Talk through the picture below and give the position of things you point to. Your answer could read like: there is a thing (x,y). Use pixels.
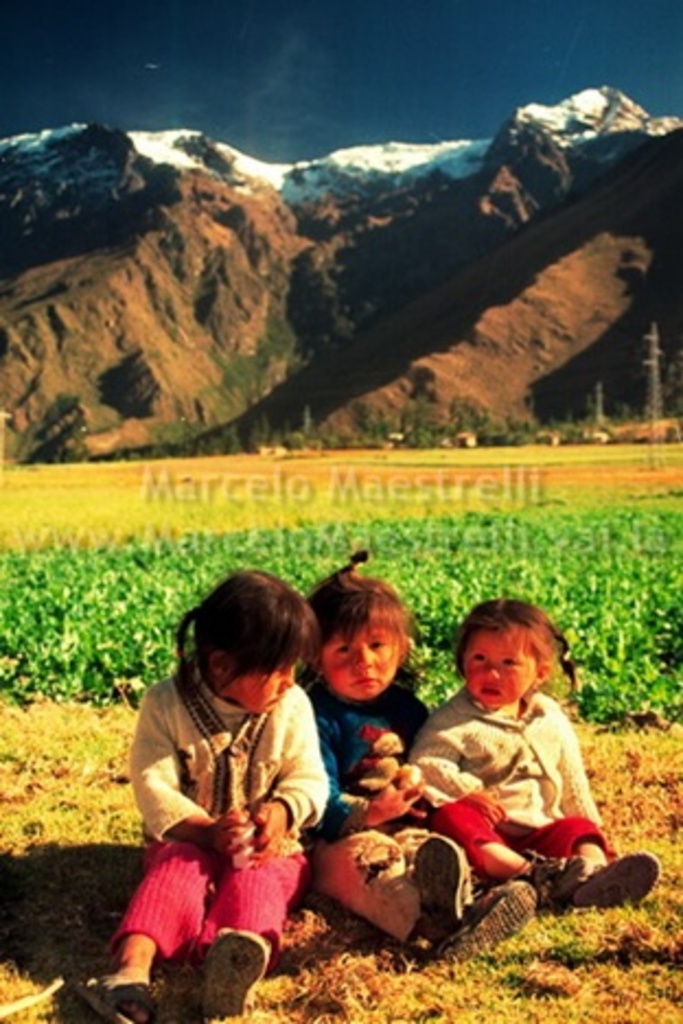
In this picture I can see some children (445,721) are sitting on the ground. In the background (324,493) I can see grass (295,510), mountains (305,269) and sky (174,71).
